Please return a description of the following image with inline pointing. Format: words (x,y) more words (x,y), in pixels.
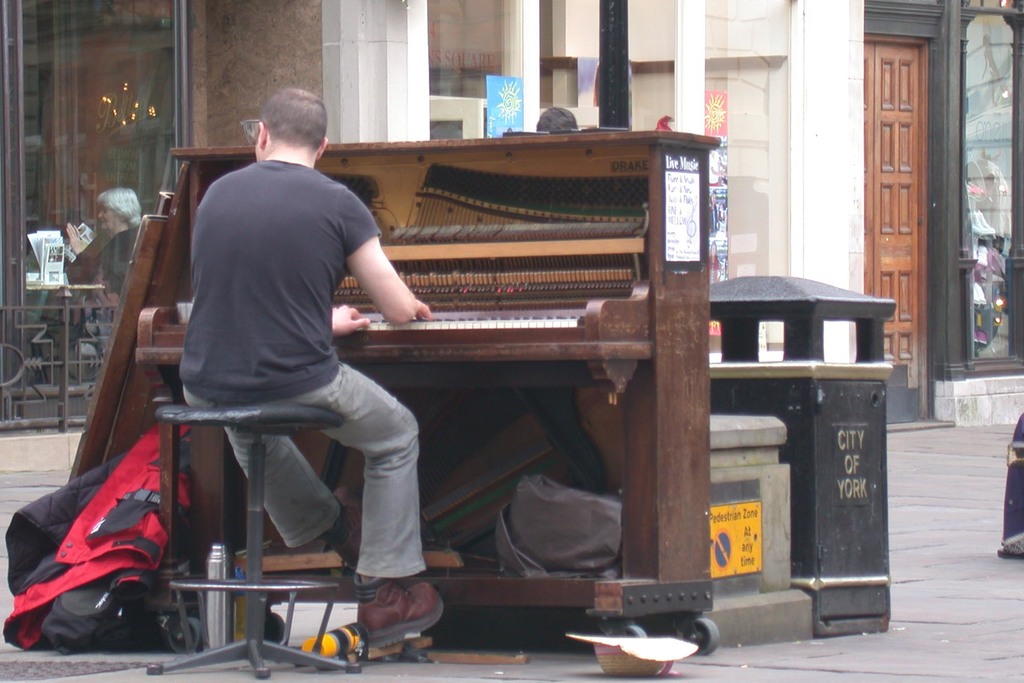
In this image I see a man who is sitting on the stool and there is a keyboard (138,394) in front of him. I can also see that there are few buildings (1001,314) and a person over here.
